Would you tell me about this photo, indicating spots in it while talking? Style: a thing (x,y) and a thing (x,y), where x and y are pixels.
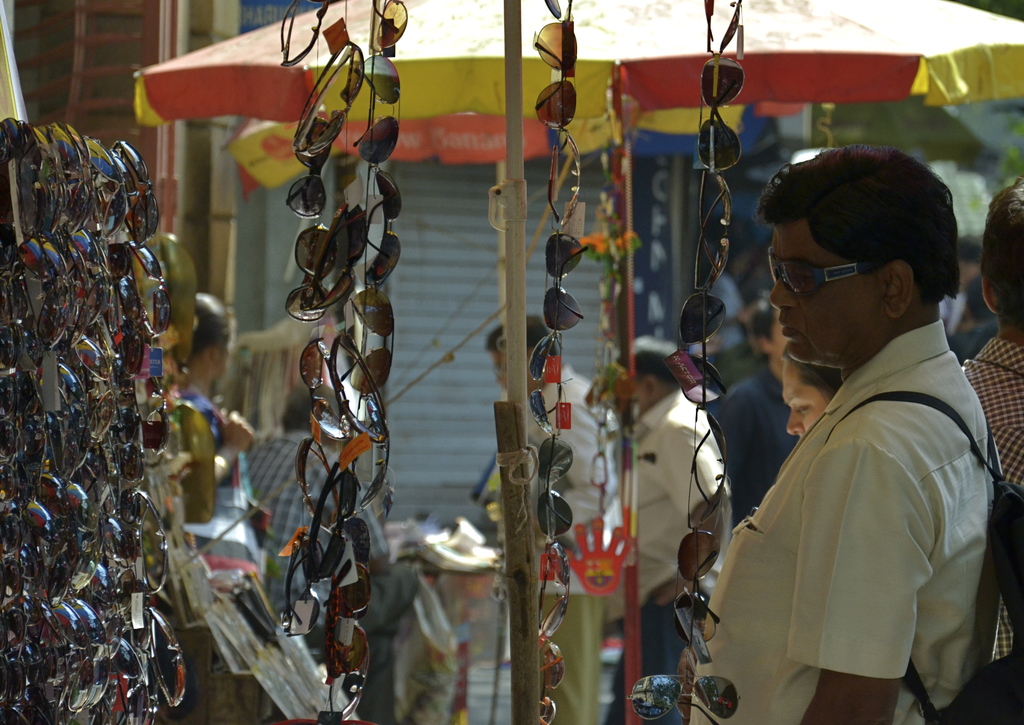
This picture describes about group of people (743,286), on the right side of the image (884,377) we can see a man (898,422), he wore a bag (933,402), in front of him we can see few spectacles (353,427), in the background (458,96) we can find few umbrellas (482,144).
